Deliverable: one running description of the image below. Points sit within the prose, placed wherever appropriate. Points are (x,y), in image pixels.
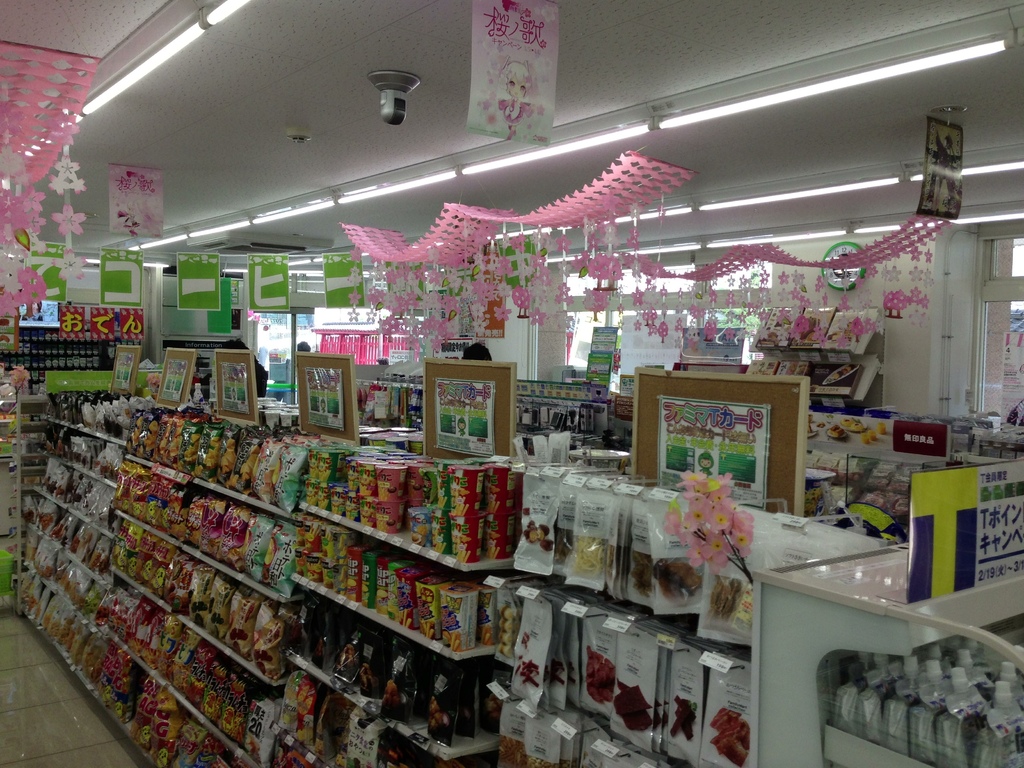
In the image in the center (566,279) we can see racks (112,525), chip packets (132,525), boxes (507,501), pickle packets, banners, bottles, sign boards (696,405), garlands (416,348) and few other objects (894,494). In the background (420,183) there is a wall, window (991,344), roof (251,173) and lights (208,27).
